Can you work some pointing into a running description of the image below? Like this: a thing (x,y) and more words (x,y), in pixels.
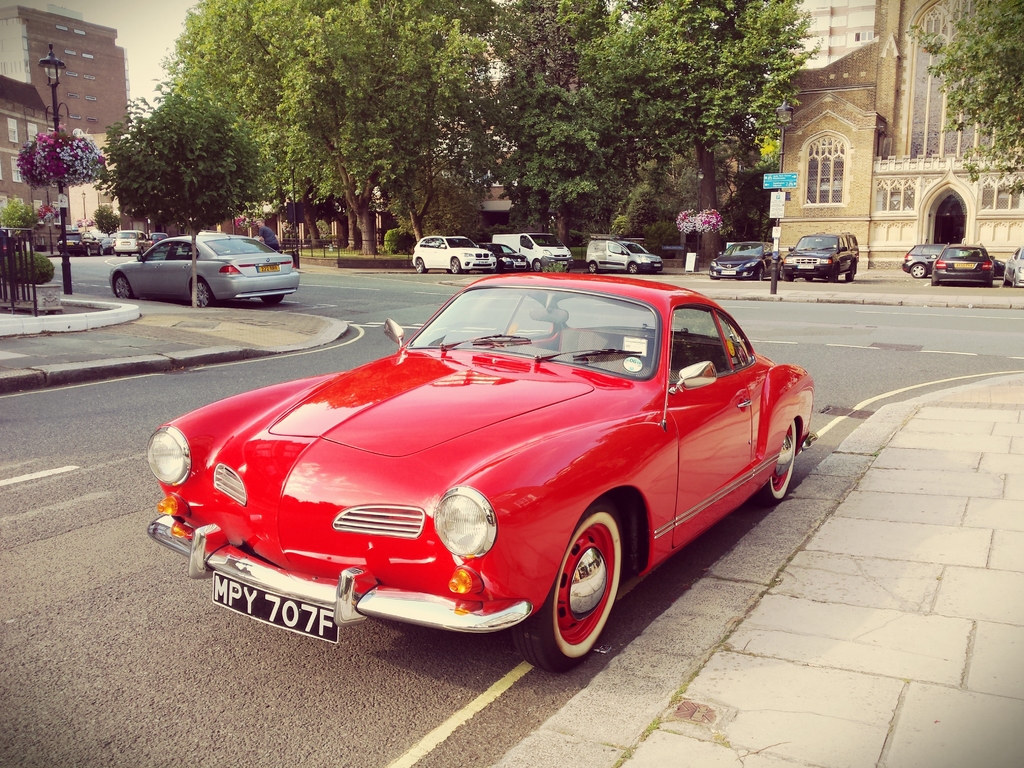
As we can see in the image there are different colors of cars (176,253), sign pole (776,245), flowers (46,163), street lamp (48,61), fence (14,291) and buildings (834,105). At the top (152,60) there is sky (148,33).
